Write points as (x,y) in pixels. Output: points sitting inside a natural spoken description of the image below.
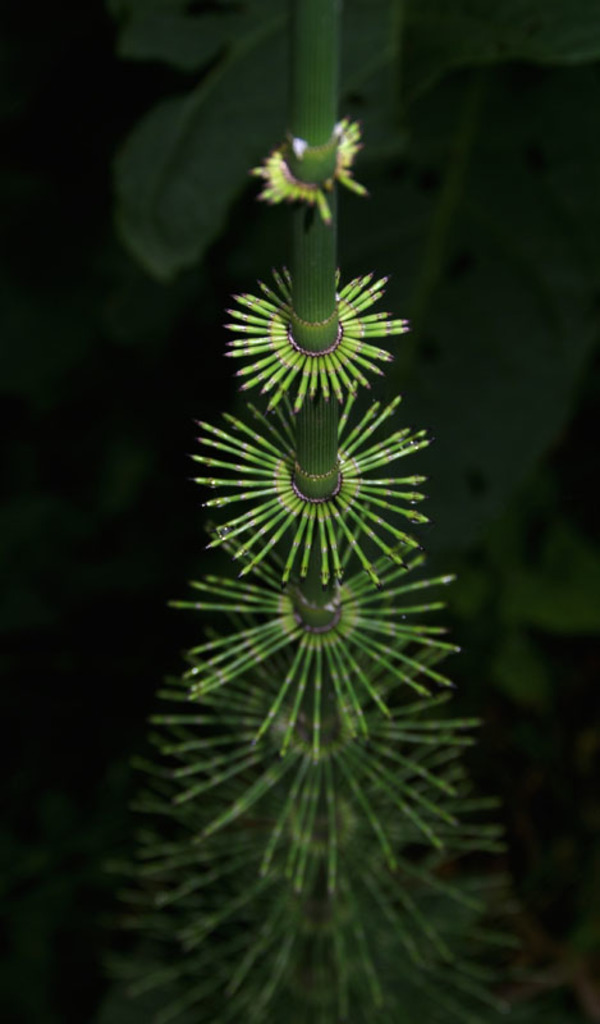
In this picture we can see a plant (320,83) and there is a dark background (544,924).
